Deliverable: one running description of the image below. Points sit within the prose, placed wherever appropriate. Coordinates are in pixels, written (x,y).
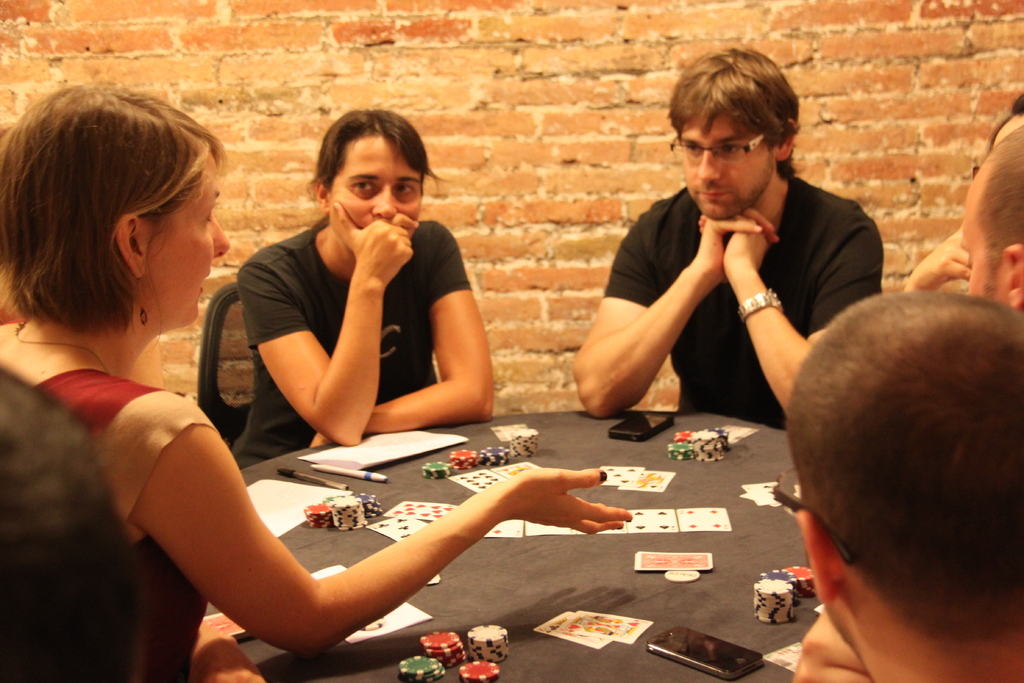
A group of people (117,535) are sitting around a table (540,604) playing poker. Of them two (410,430) are women (182,484), three (690,176) are men (657,212). A woman (222,463) is explaining to the remaining people (469,410).
